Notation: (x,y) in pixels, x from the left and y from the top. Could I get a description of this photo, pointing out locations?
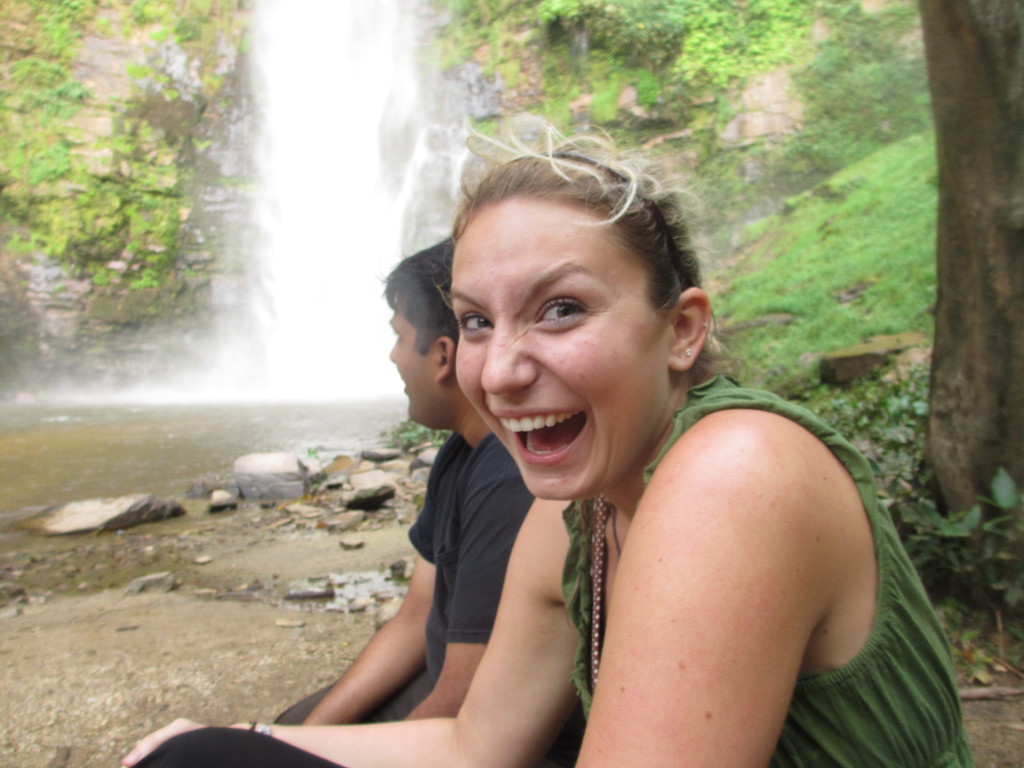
This image consists of a woman (698,601) wearing green dress (802,745) is sitting. Beside her there is a man (449,657) sitting. In the background (298,174), there is a waterfall (259,181) and a mountain (239,188). To the left (91,454), there is a water flow (70,489). At the bottom (80,709), there is a ground (58,752).
